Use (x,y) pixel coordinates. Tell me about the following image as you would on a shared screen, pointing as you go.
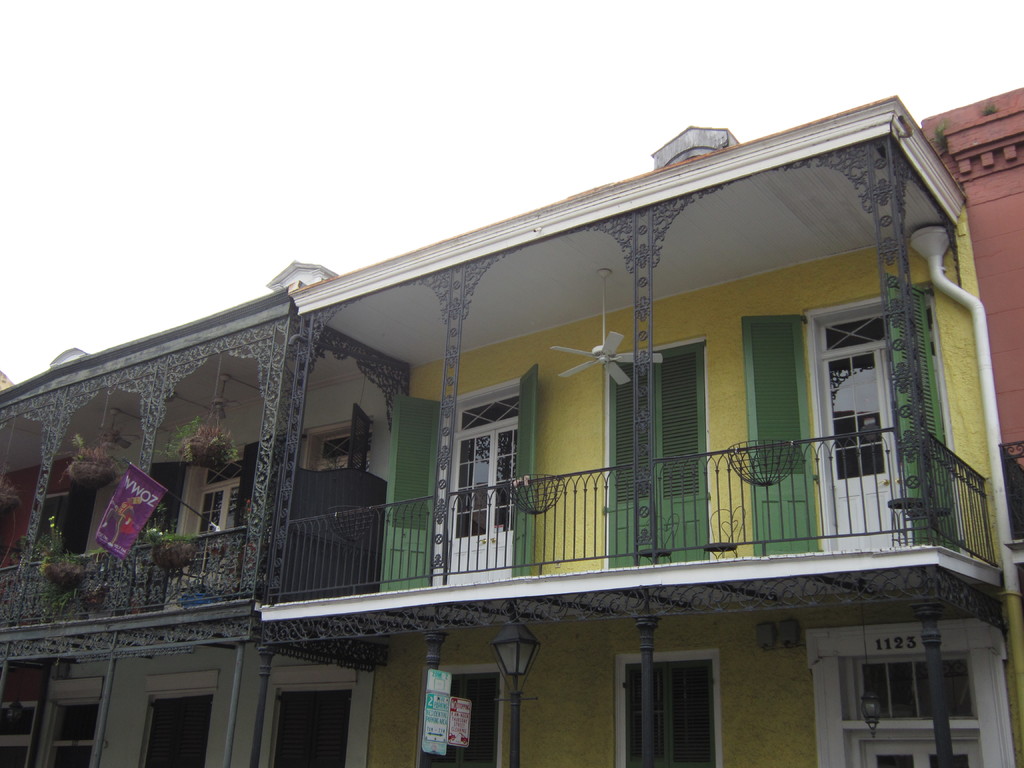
In this picture we can see the buildings (501,432), fan (603,355), windows (857,391), door (831,411), grills (449,502), flag (142,477), plants (197,432), electric light (515,642), poles (944,709) are present. At the top of the image (377,98) sky (412,161) is there.
